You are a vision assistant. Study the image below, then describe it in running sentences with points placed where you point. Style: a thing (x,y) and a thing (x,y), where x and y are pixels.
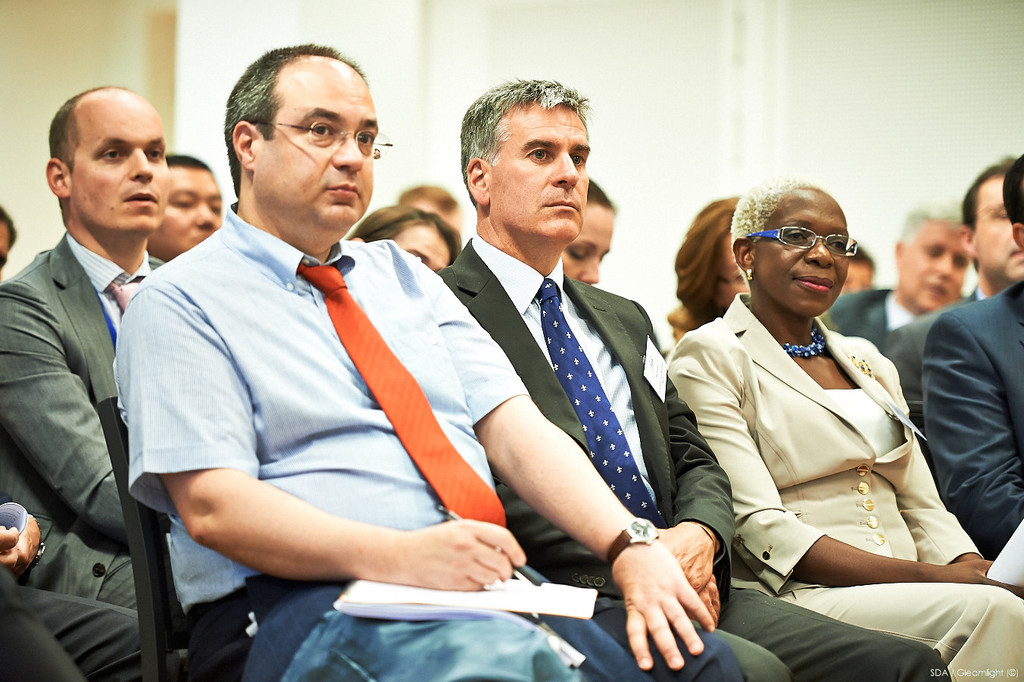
In this image we can see a group of people (295,416) sitting on the chairs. In that a man (455,551) is holding some papers (573,610) and a pen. On the backside (891,197) we can see a wall (667,170).
